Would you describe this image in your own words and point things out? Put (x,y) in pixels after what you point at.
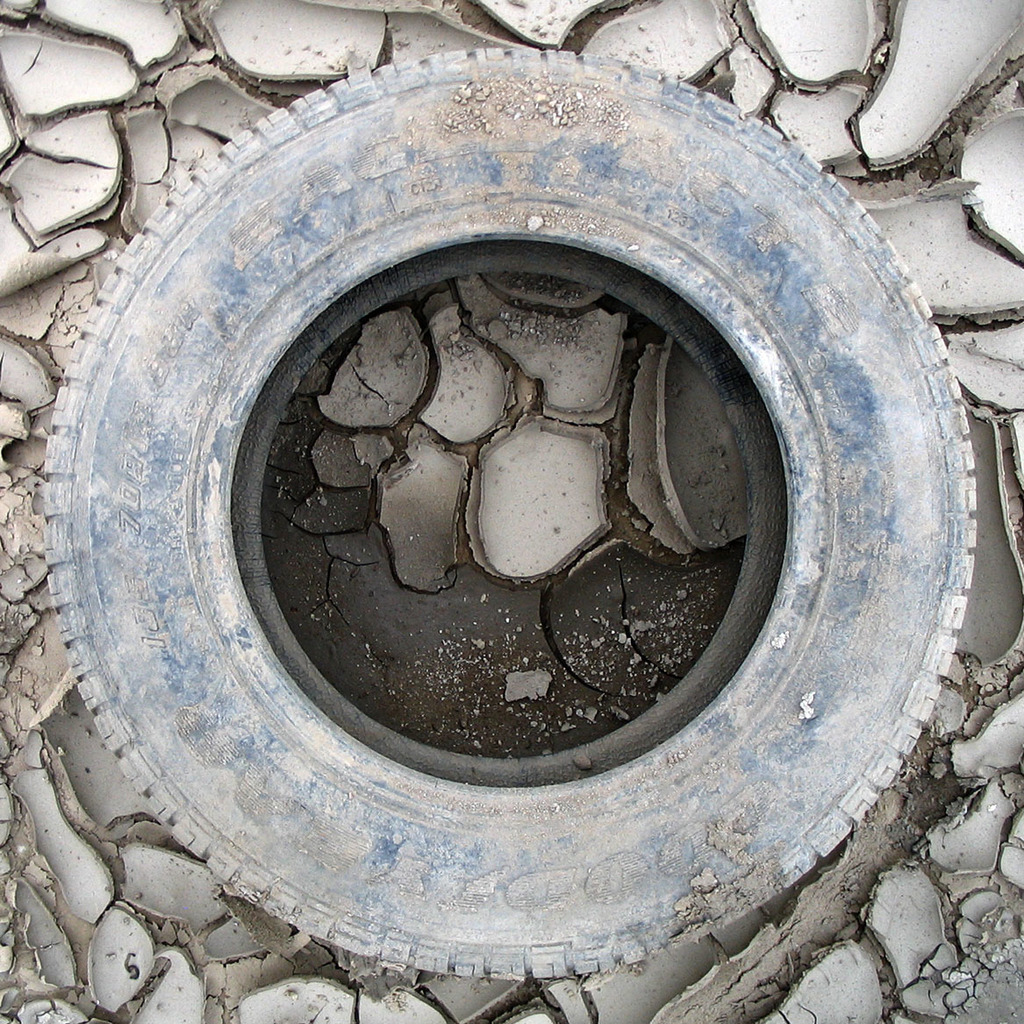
In this image I can see a tire (166,330) which is ash and black in color is on the ground (130,67) which is broken into small pieces (846,979) which are cream in color.
